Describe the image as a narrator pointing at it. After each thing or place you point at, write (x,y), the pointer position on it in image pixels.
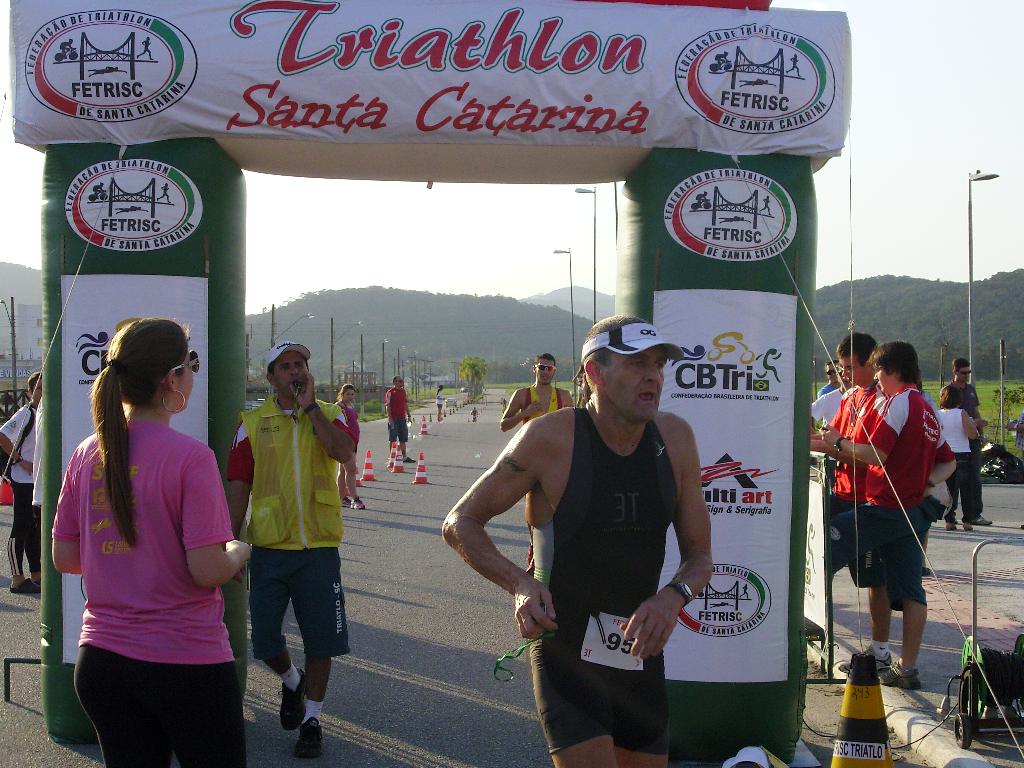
In the foreground of the picture (278,602) there are people (314,589), arch (135,117) which is a balloon (248,120) and other objects (957,702). In the center of the picture (561,390) there are group of people (512,410), indicators (368,455), road (400,497) and other objects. In the center of the background (419,328) there are hills (268,313), street lights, poles (363,347) and trees (469,361). In the background (371,219) it is sky (951,68).
